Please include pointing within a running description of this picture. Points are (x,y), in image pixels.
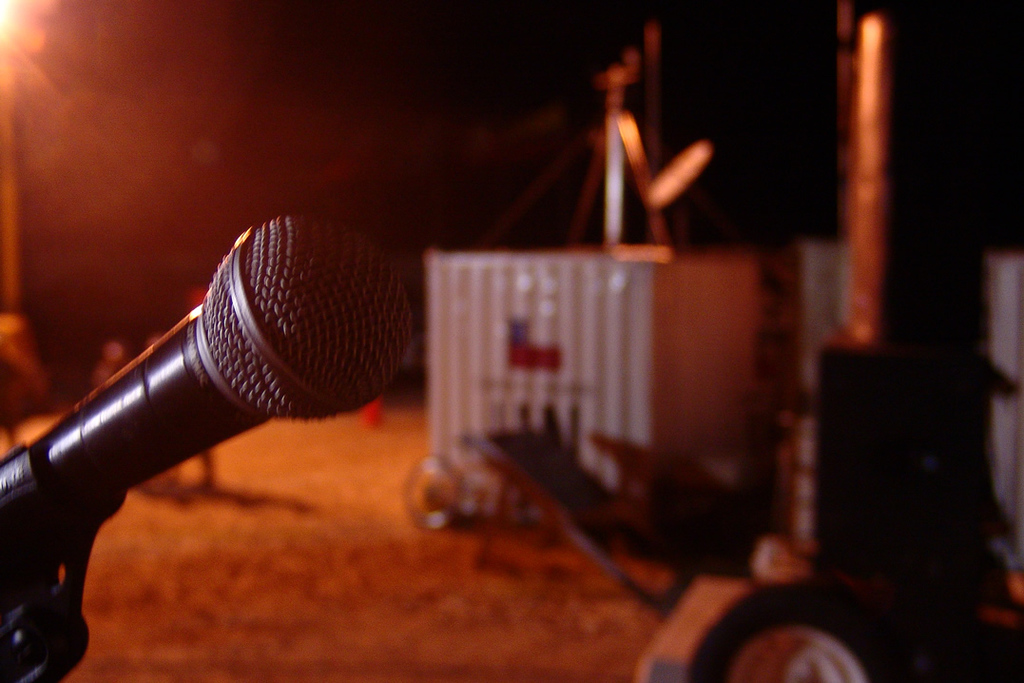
In this picture we can observe a mic (147,414) on the left side (157,407). There is a white color container (513,367) placed on the land (336,566). The background (267,146) is completely dark and on the left side (9,32) we can observe a light (26,44) which is in yellow color.
